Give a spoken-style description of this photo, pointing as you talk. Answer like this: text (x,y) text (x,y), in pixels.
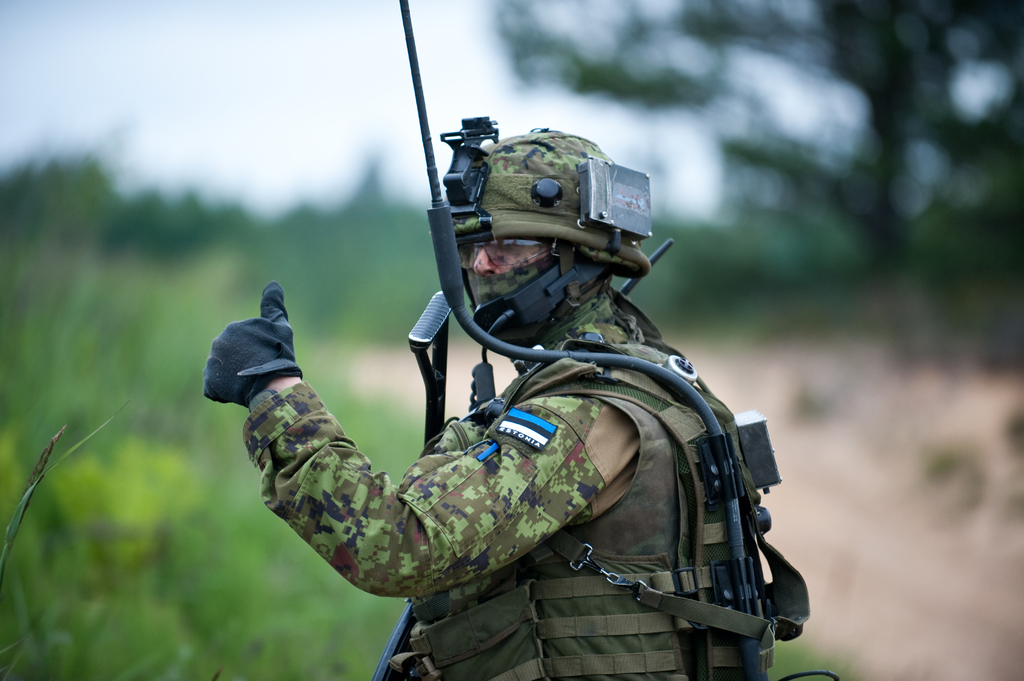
Here in this picture we can see a person (521,454) in military dress (430,478) and we can see gloves (261,364), gun (433,373), goggles (524,261) and helmet (474,218) and jacket (494,588) present on him over there and we can see a rope (697,402) to his back (710,423) over there and in the front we can see plants (174,446) and trees (847,165) present all over there.
